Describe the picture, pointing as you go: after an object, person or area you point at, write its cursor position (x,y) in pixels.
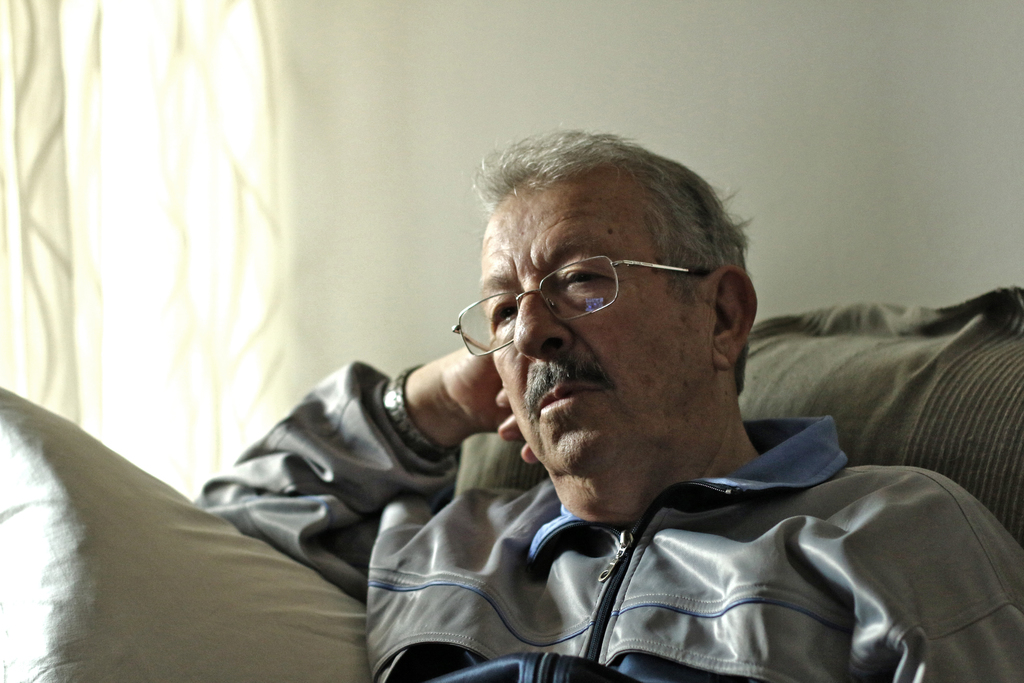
In this image I see a man (643,359) who is wearing jacket (398,498) and I see that he is on the couch (170,638). In the background (429,112) I see the wall (855,104).
